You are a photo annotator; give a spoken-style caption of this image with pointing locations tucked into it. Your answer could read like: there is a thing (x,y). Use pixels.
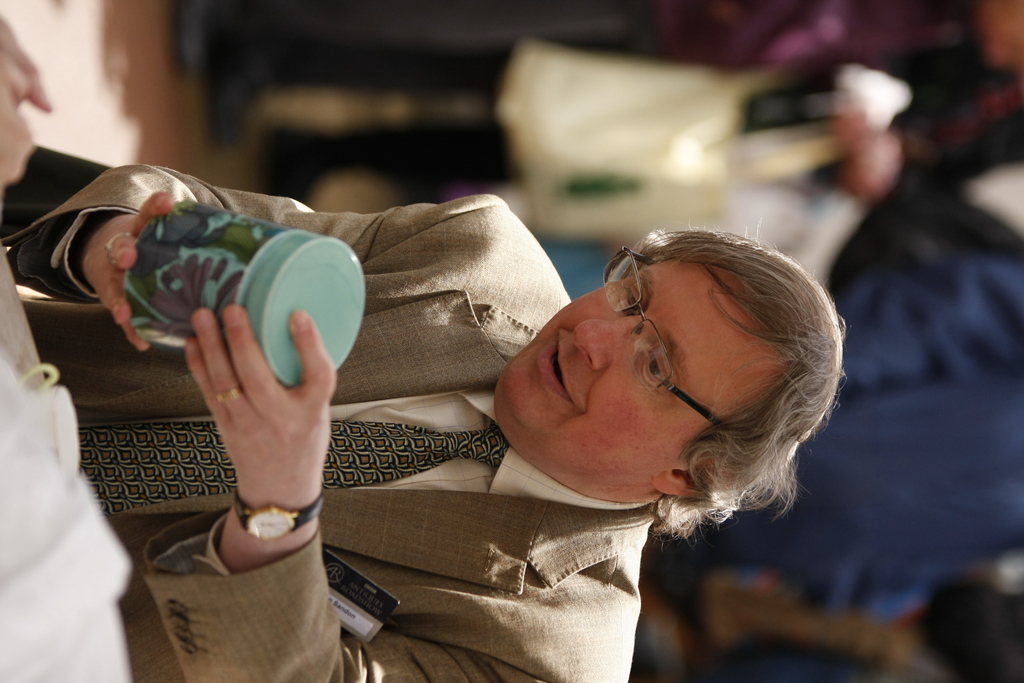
In this image, I can see a man (226,437) holding a box (144,317). There is a blurred background (553,68).
